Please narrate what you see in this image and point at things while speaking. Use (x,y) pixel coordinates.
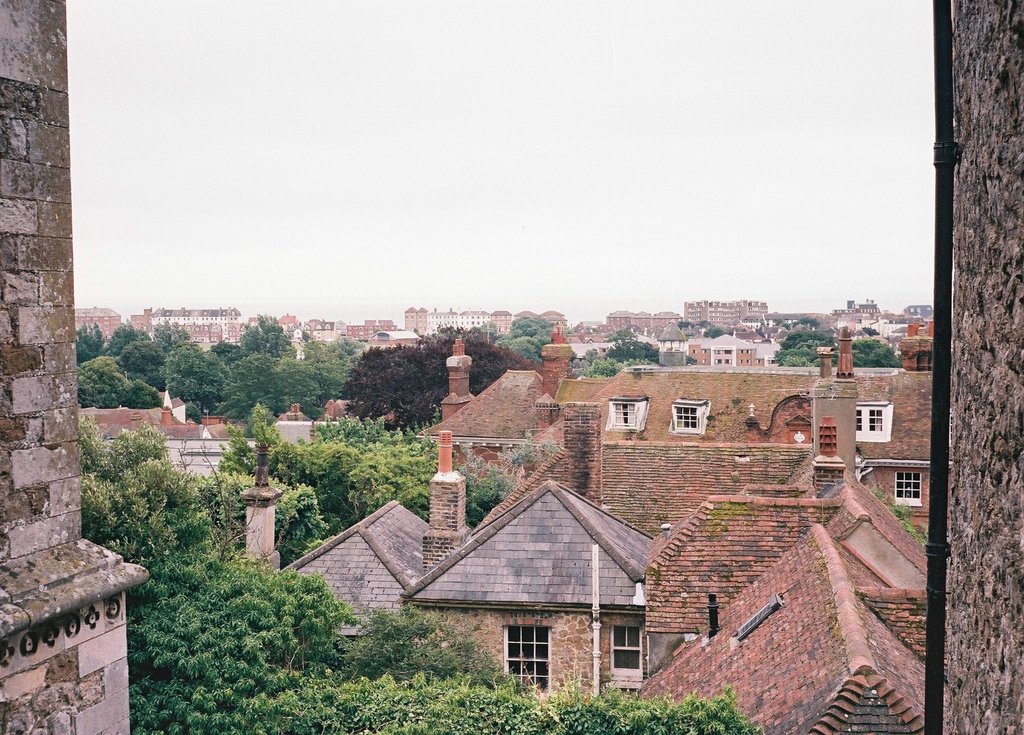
In this image there are trees (474,499) and buildings (445,422) and the sky (697,169) is cloudy.
